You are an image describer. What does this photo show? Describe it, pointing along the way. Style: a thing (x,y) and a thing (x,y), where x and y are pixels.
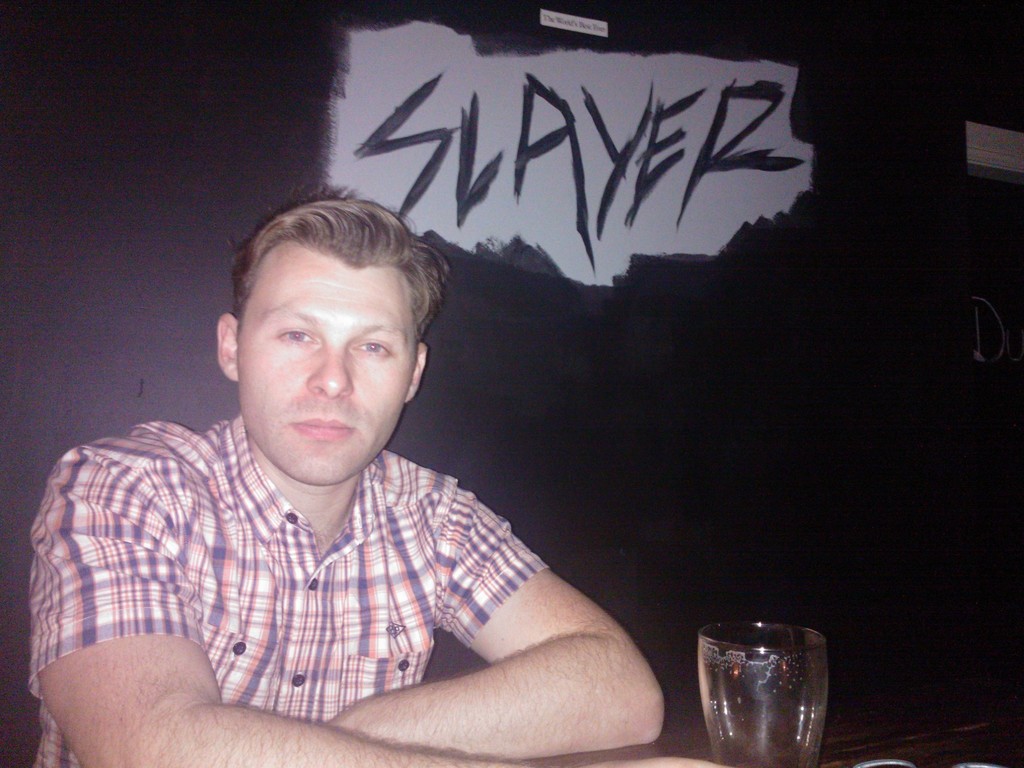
In this picture we can see a man (424,471), he is seated, in front of him we can see a glass (738,679).
